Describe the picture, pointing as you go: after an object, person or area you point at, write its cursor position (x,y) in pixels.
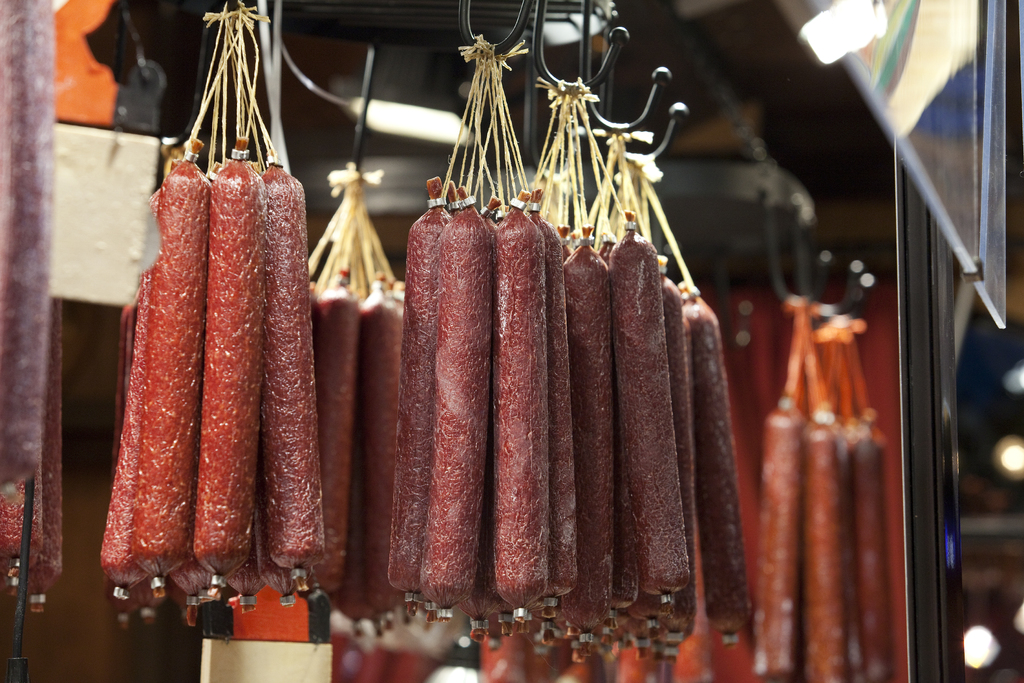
In this image I can see sausages (577,390) are hanged on metal rods (643,117). In the background (379,160) I can see a wall (384,146), lights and a door (905,242). This image is taken may be in a restaurant (43,618).
